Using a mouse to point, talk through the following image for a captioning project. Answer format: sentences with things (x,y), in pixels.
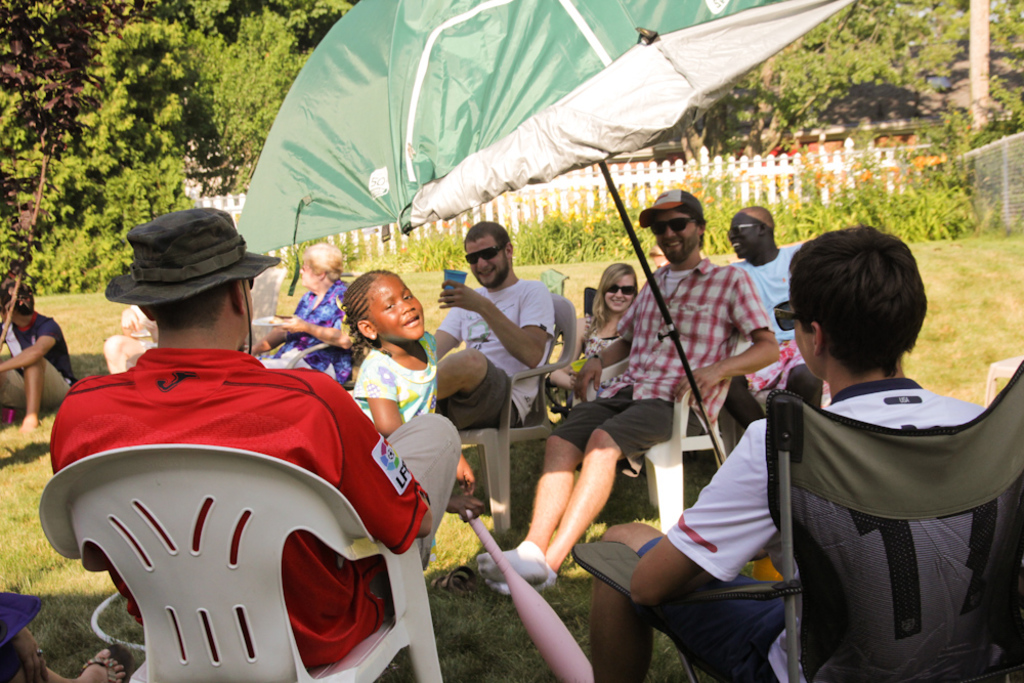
This picture is clicked outside. In the center (616,281) we can see the group of people (311,649) sitting on the chairs (933,482) and there is a kid (396,370) holding an object (494,560) and standing on the ground (438,541) and we can see an umbrella (564,153). In the background (21,384) there is a person (39,338) sitting on the ground (36,436) and we can see the trees (146,36), fence (592,174), building (844,135) and plants (399,247).
